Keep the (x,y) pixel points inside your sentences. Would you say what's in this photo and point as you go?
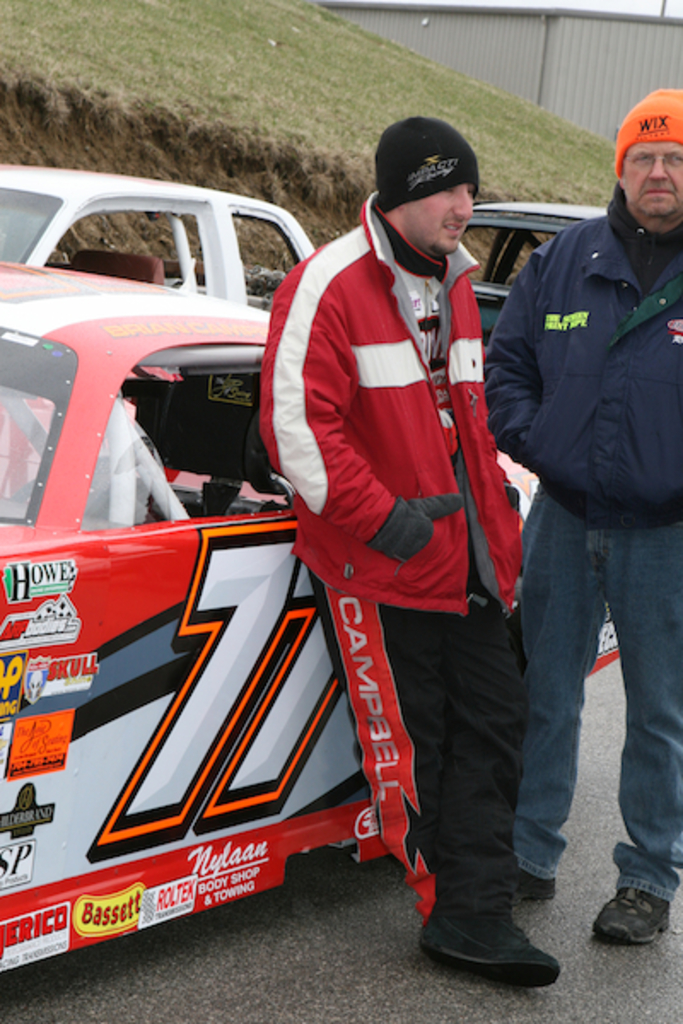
In this image we can see two people (551,400) with wool ski hats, standing on the road (337,945), one wall (672,59), three cars (298,628) on the road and green grass (91,81) on the mountain (53,111).
